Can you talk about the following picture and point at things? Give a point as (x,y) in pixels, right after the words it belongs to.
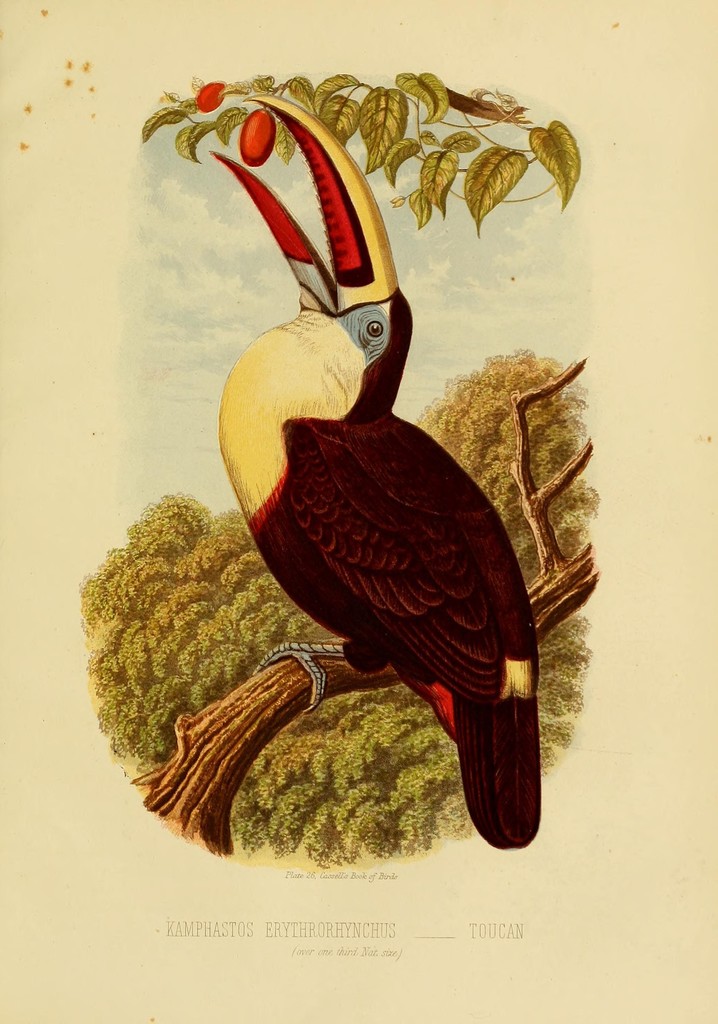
In the foreground of this poster, there is an animated bird (316,606) on the branch (230,727). In the background of this animated image, there are trees (206,587) and the sky (201,332).
